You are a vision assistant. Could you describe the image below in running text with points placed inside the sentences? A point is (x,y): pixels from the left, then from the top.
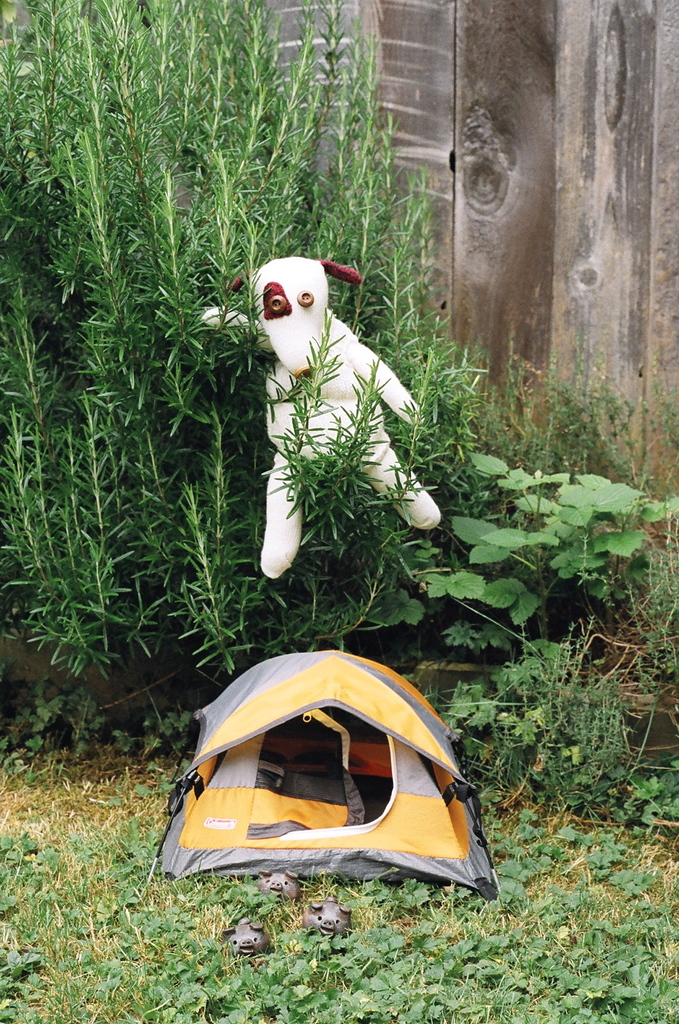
In the picture we can see a grass surface (505,920) on it, we can see some toy tent (196,857), behind it, we can see some plants (210,218) and a white color doll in it and behind it we can see a wooden wall (457,202).
